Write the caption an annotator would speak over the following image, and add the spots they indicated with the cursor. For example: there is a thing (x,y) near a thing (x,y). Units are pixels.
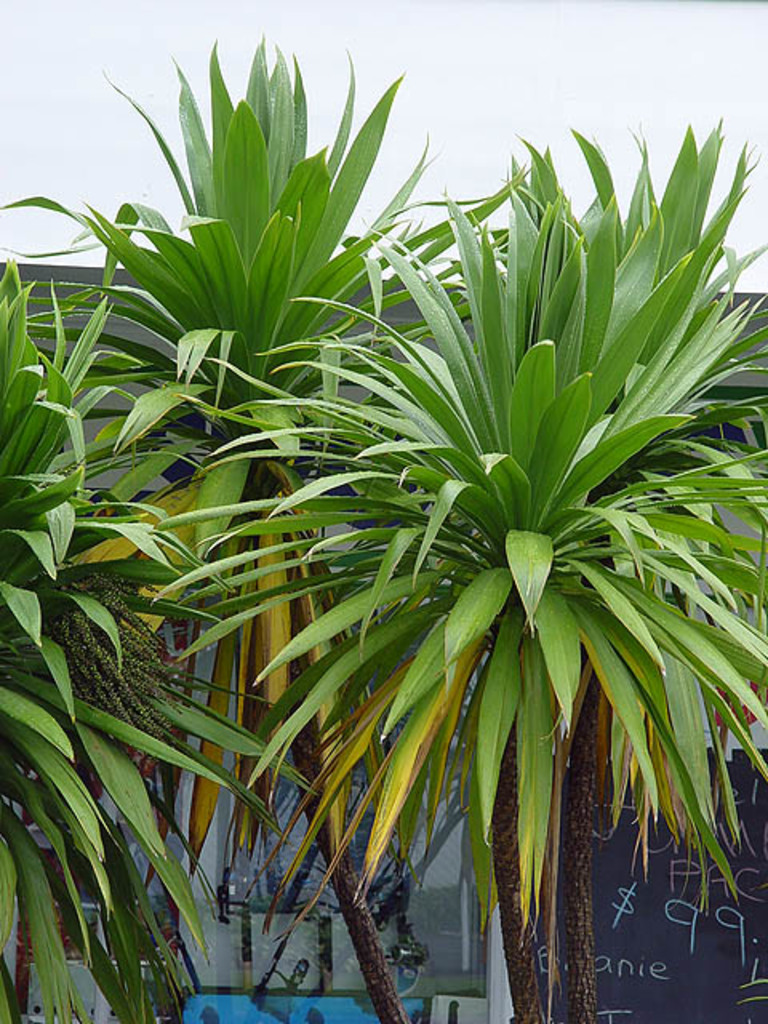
In this image, we can see some trees (404,510) and a board (634,971) with some text (704,895). We can also see some glass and a few objects (159,1023). We can also see a blue colored object (370,1021) and the sky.
